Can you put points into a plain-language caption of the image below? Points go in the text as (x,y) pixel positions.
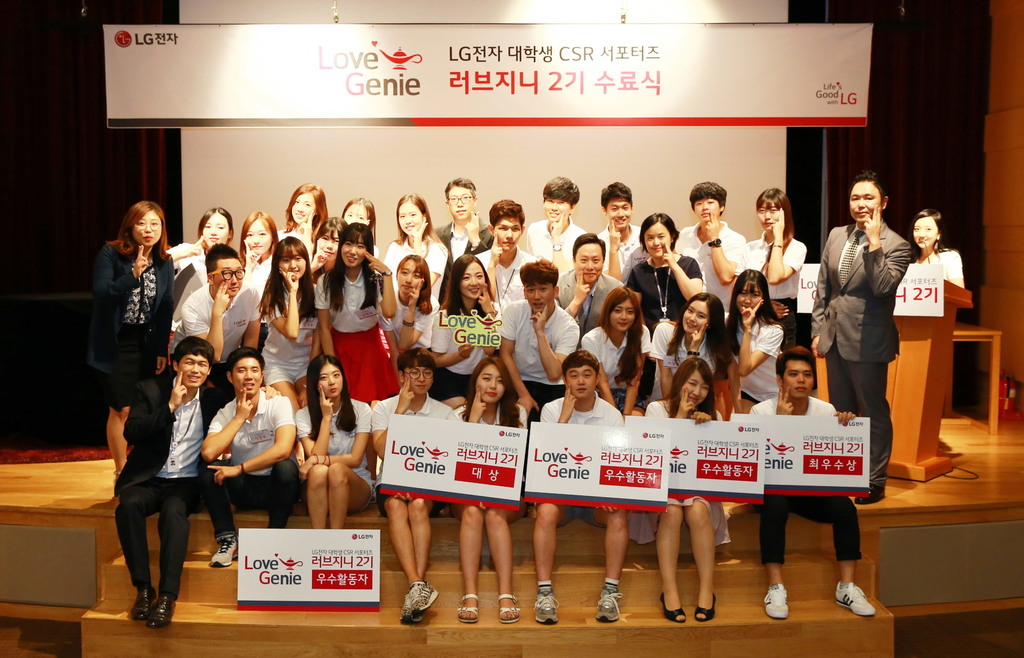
In this image we can see there are a few people (550,371) sitting on the stage (201,532) and holding boards (615,481) and a few people (528,295) standing on the stage (376,527). And at the back (431,114) there is a podium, table (980,326), board (937,277) and banner (574,81). And the object (894,130) looks like a curtain (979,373).
